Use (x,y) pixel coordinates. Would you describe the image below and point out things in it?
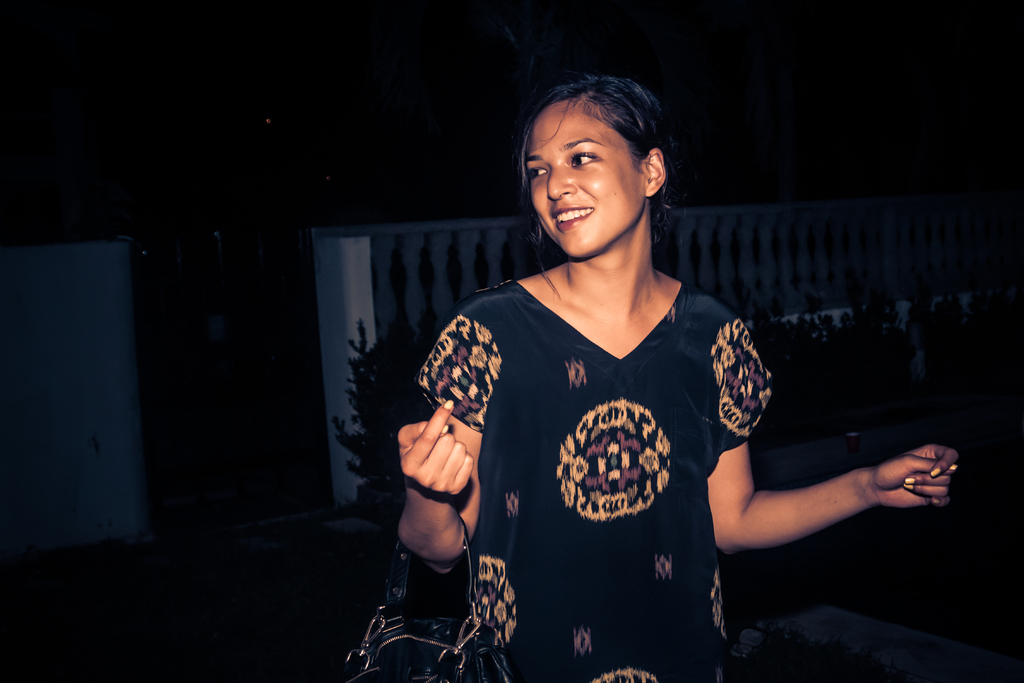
In this image we can see a lady (526,544) holding a bag (471,573), behind her we can see few plants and a fence (343,415).
